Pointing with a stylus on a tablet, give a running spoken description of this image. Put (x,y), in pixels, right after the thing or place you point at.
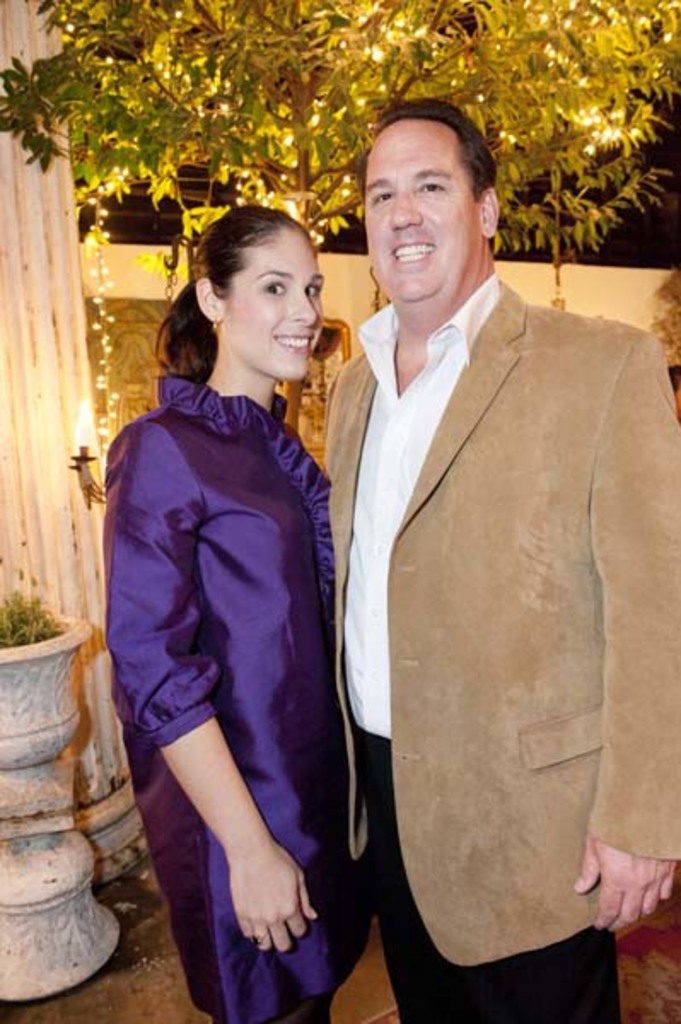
In this image there is a woman (248,454) standing beside the person (506,690). He is wearing a suit (460,634). Left side (22,704) there is a pot (29,721) having a plant (15,625). Behind there is a pillar (24,596). Beside few lights (90,243) are hanged. Middle of the image (290,413) there is a tree (332,205). Behind there is a wall (123,287).
